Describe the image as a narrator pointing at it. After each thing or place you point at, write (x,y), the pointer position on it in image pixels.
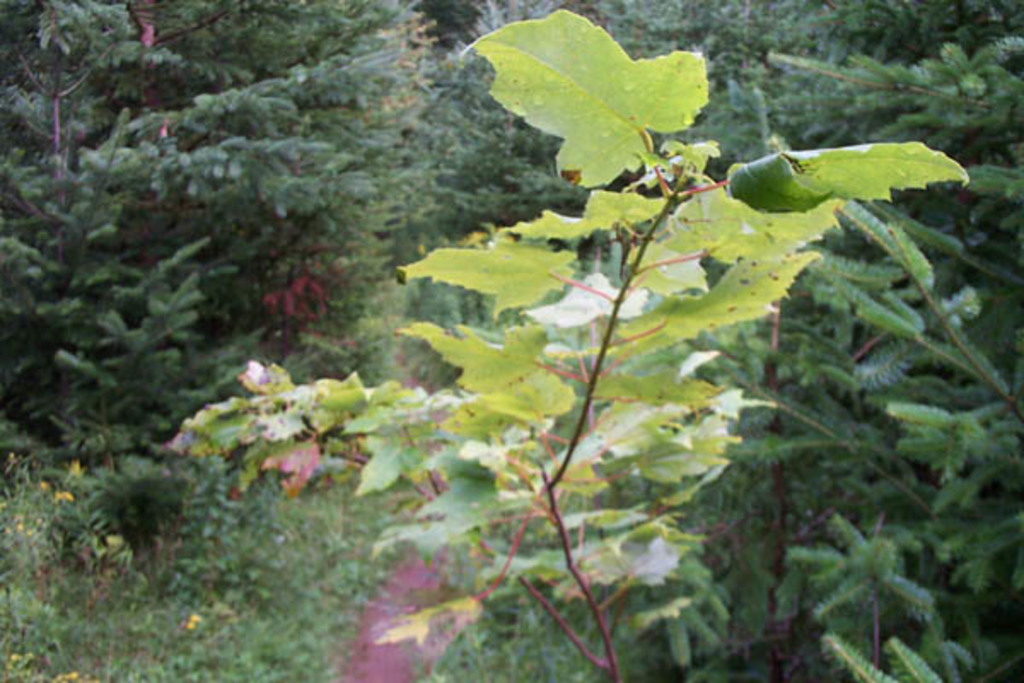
A plant (641,367) with medium size leaves (641,367). There is a path (420,581) behind it. There are large number of plants (420,353) and trees (147,349) on either side of the path (411,664).
